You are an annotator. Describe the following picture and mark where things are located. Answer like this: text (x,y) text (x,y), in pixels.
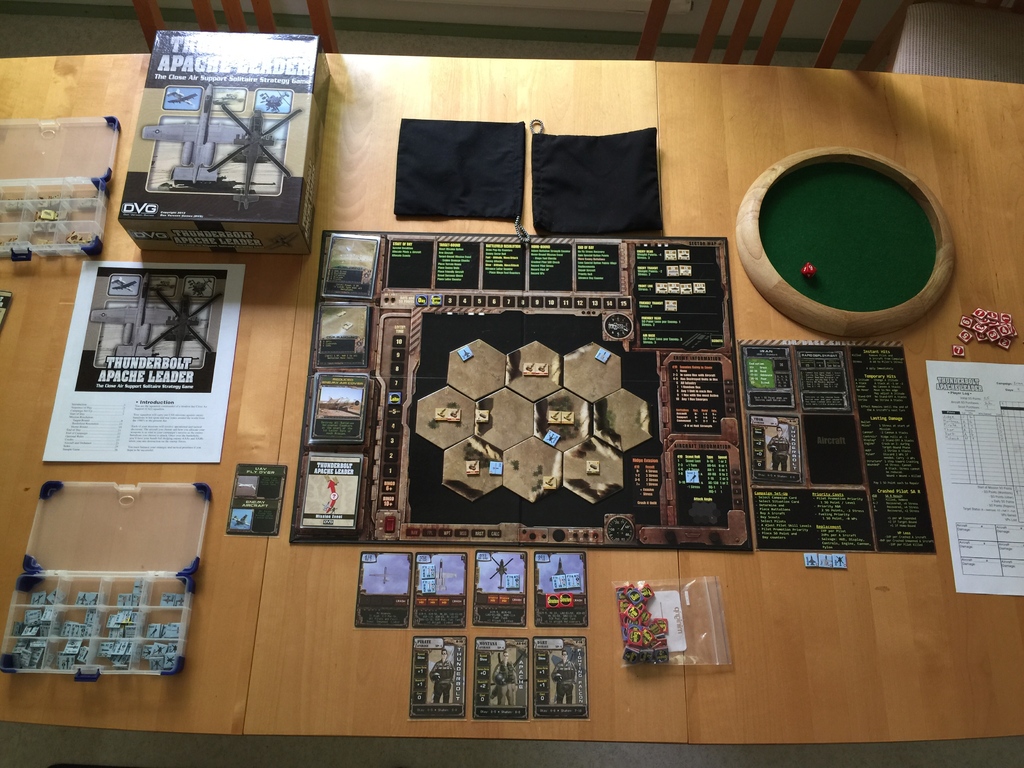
In this picture I can see a game (317,444) called "Thunderbolt Apache leader" on the tables (878,558) and I can see a couple of boxes (69,121) with coins (121,625) and papers (970,465) and couple of small bags (503,179) and Cards (451,651) and a wooden bowl (866,294) with dice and few coins (1001,335) on the side and I can see couple of chairs (937,7).
